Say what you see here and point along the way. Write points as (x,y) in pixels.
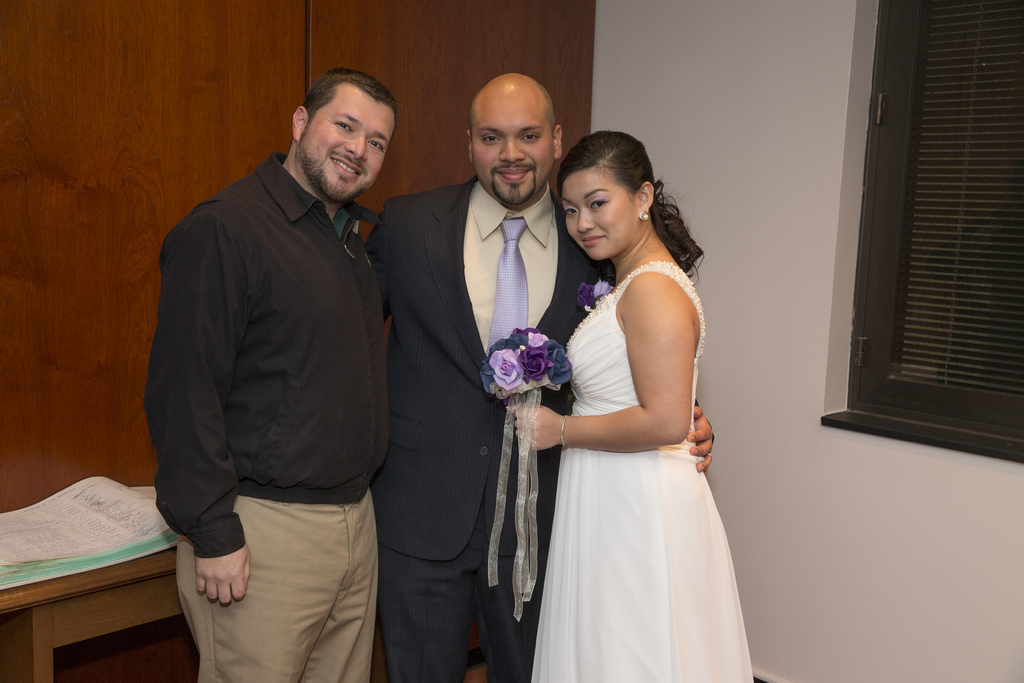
In this image I can see two men (461,425) and a woman (602,330) are standing and smiling. The woman (616,431) is holding flowers (529,368) in the hand (518,422). In the background (731,227) I can see white color wall (697,204), windows blind (930,275) and other objects (151,583).
